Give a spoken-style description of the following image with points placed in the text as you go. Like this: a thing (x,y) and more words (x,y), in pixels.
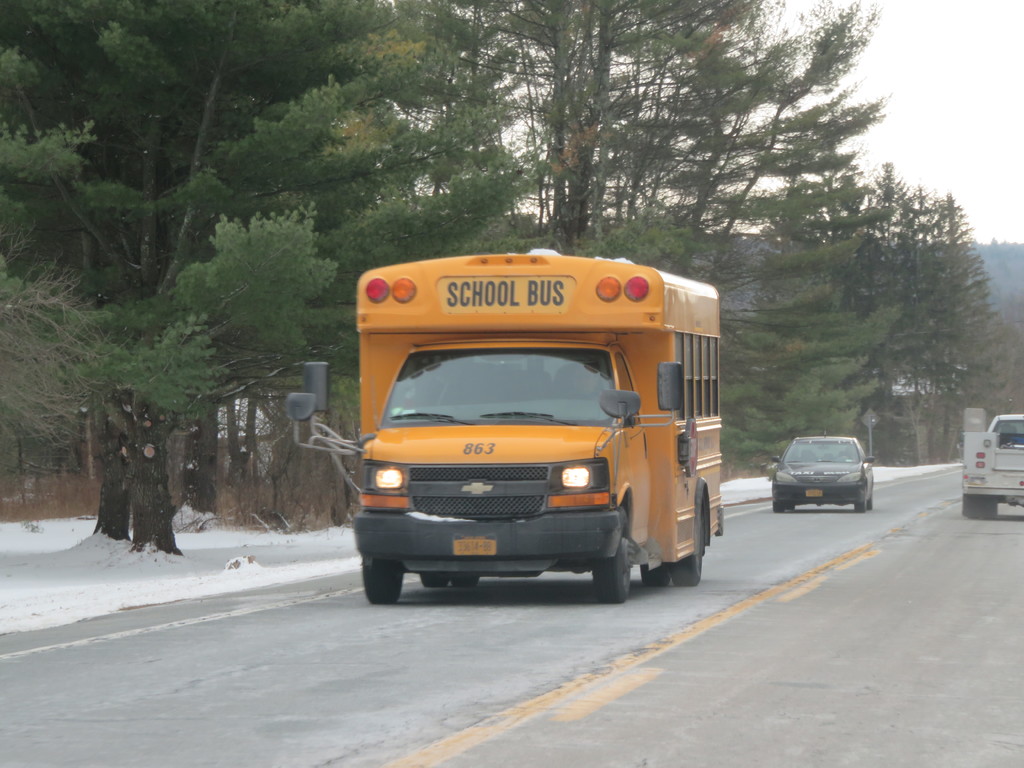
The picture is taken outside a city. On the foreground (619,563) it is road (839,675), on the road (937,528) there are a bus (651,462) and a car (805,466) moving. In the background (227,260) there are trees (211,273) and snow (196,567). Sky (956,109) is cloudy.
